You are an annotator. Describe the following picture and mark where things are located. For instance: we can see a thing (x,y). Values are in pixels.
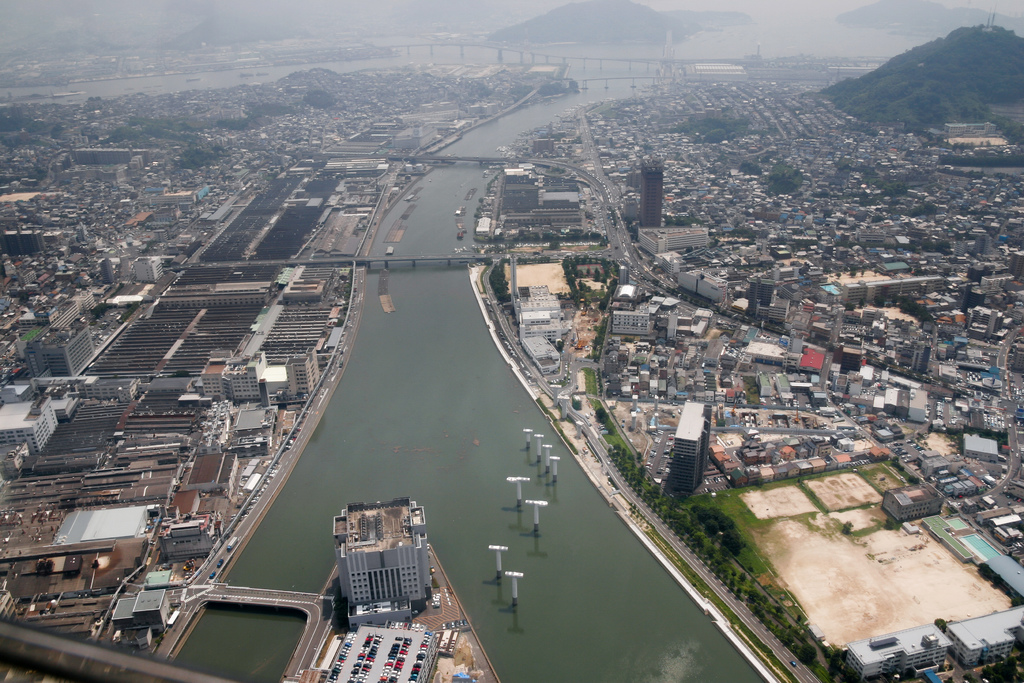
In this image we can see a group of buildings (669,248), houses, trees (707,529), roads (563,361), some poles (507,481) and a water body (426,294) under the bridges (297,264). On the backside (890,100) we can see a group of trees (876,101) on the hills (903,96).
